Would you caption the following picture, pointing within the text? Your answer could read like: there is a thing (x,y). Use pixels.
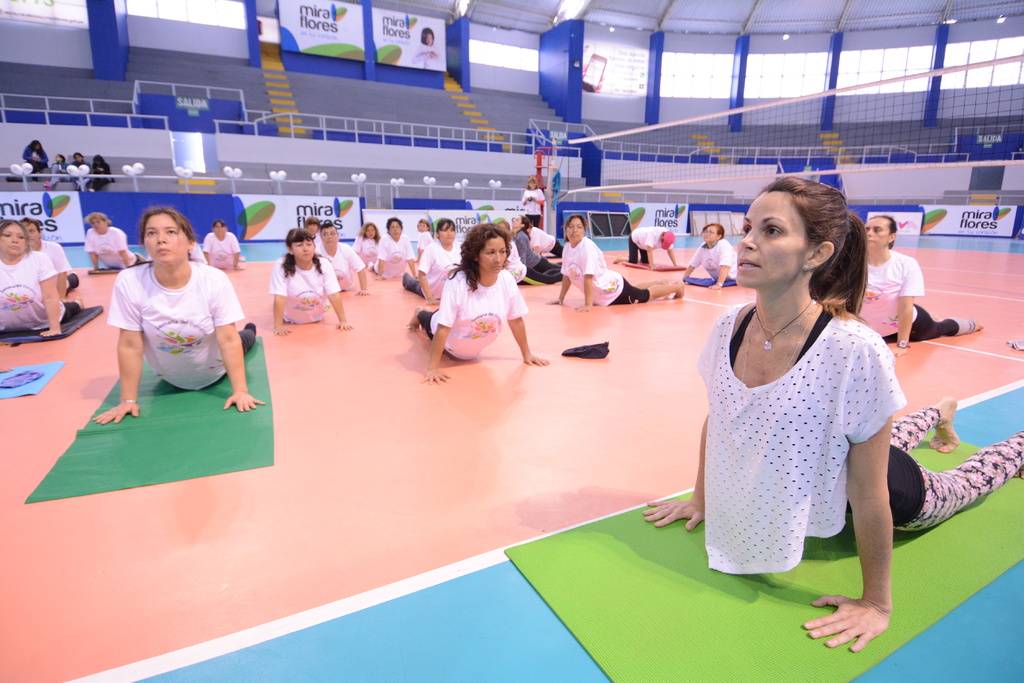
This image consists of many people (749,263). They are doing exercise. And we can see the yoga mats (221,459) on the floor (61,357). In the background (334,253), all are wearing white color T-shirts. It looks like an indoor stadium (38,85). On the right (875,136), we can see a net (957,134). In the background (560,109), we can see the pillars (663,38) and a roof (515,7). And we can see the banners (595,78).
